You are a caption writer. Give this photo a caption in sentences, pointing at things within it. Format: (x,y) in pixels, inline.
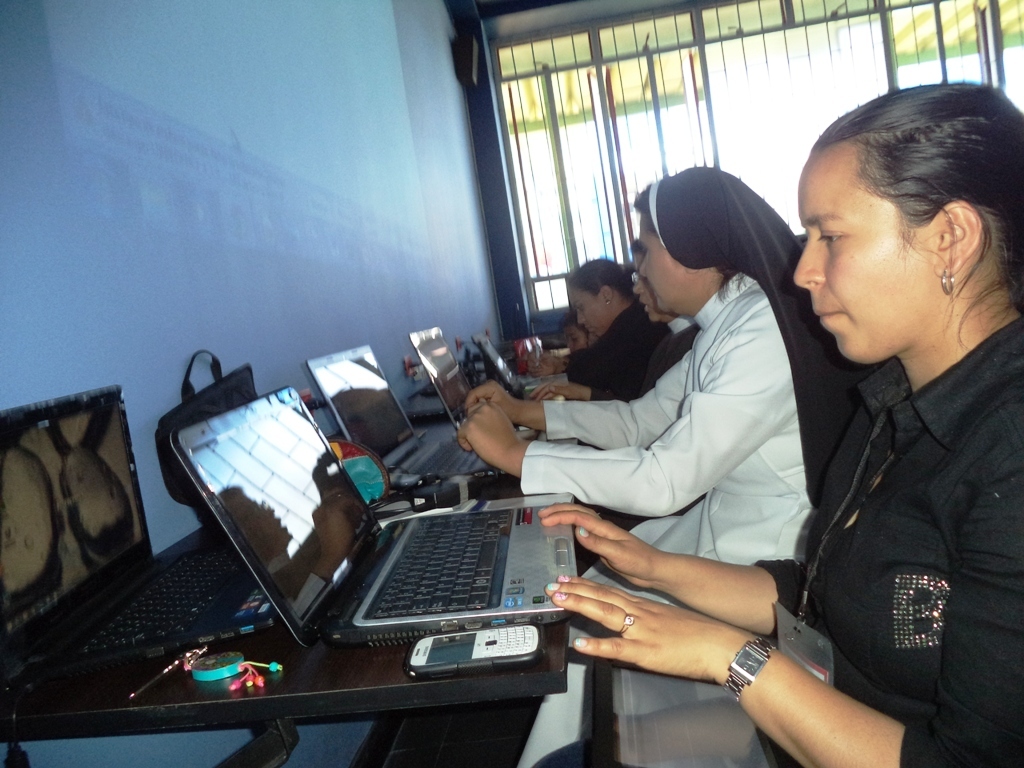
In this image there are women (692,515) sitting. In front of them there is a table (422,415). On the table (373,695) there are laptops (341,500), bags (192,406), keys (199,651) and a mobile phone (473,640). Behind the table (250,640) there is the wall (217,203). To the right (713,101) there are windows (699,91) to the wall (493,185).
